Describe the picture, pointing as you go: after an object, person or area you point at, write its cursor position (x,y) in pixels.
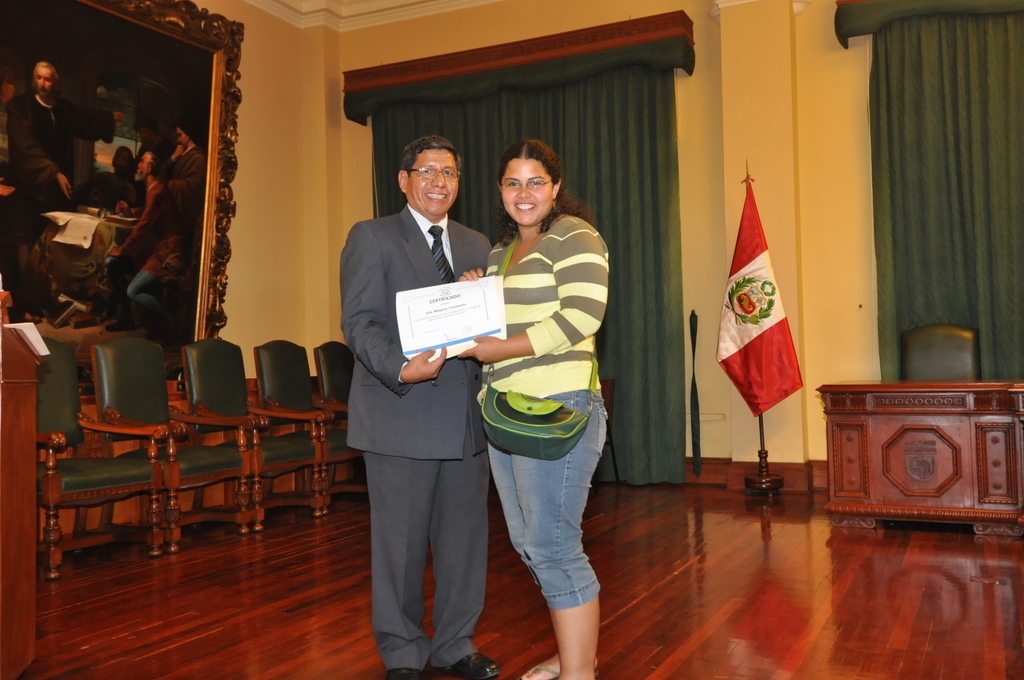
Image is clicked in a room (720,261). There are curtains (651,157) on the backside (930,217), there is a flag (744,331), table (912,396) and chair (923,343) on the right side (894,421). There are chairs (234,454) on the left side (227,513) too. There is a photo frame (149,131) on the wall (250,19) on the top left corner (127,39). There are two people (378,530) in this image, one is man (400,349) and the other one is woman (538,288). Both of them holding a paper (428,295).
